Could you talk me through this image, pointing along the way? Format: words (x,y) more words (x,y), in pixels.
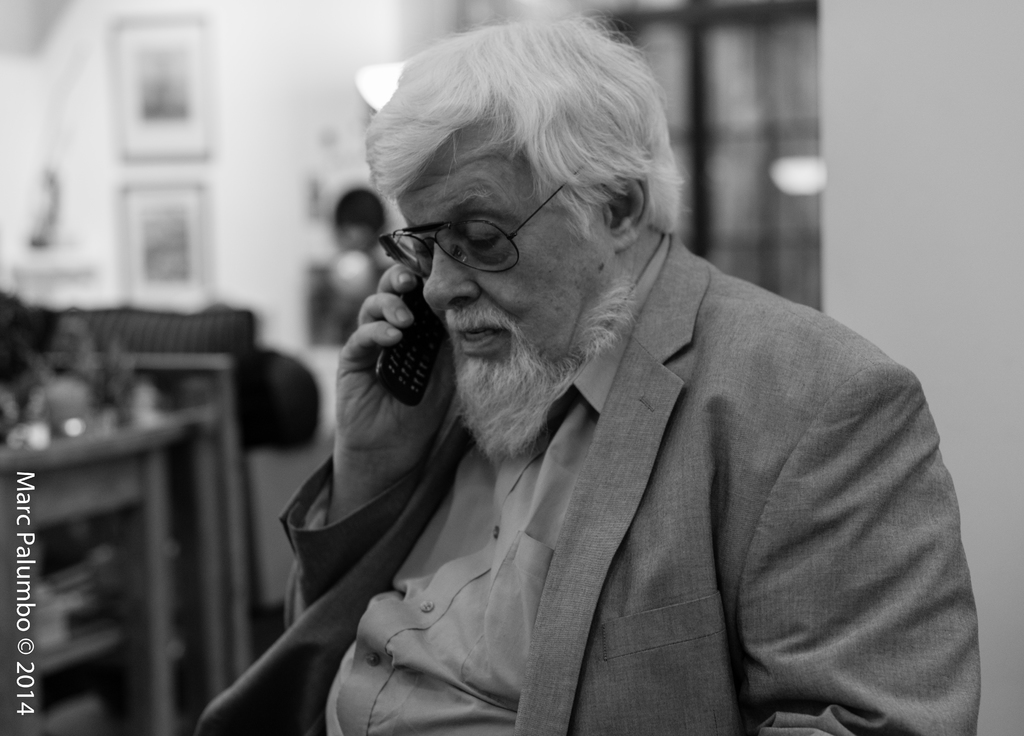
In this picture we can see a man (489,214) wearing a spectacle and holding a phone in his hand (344,389). There is a watermark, numbers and some text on the left side (22,613). We can see the lights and other objects (44,533) in the background (37,597). Background (24,457) is blurry.
